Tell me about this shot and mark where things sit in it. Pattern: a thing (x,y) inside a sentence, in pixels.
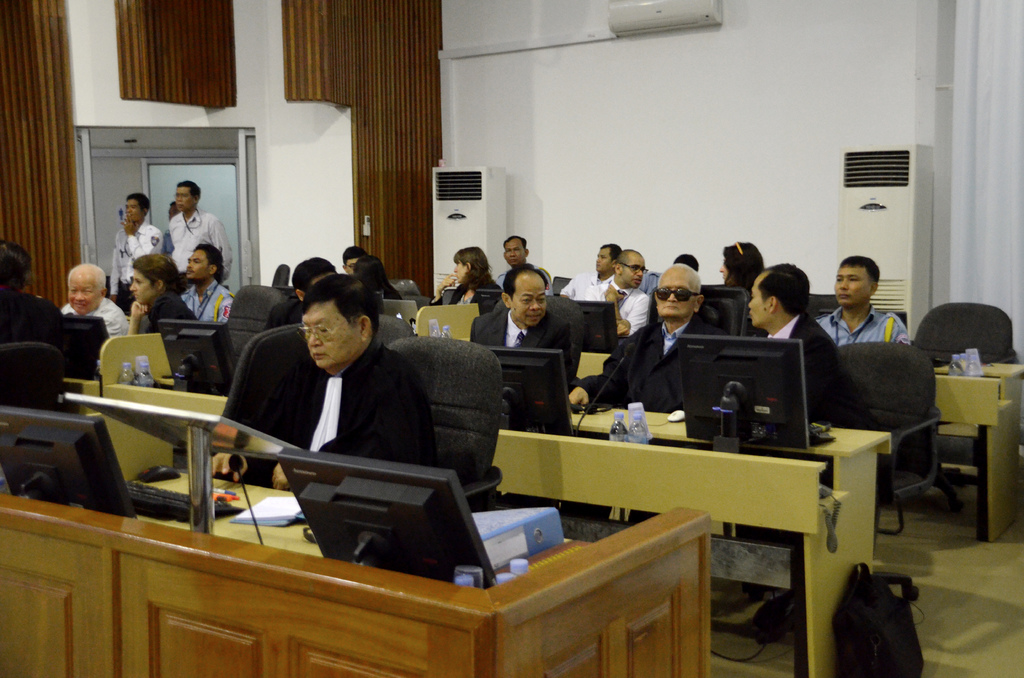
This image is clicked in a room. there are 3 ACs (859,196). There are tables (594,469) and chairs (7,381). People (499,332) are sitting on chairs (463,344). On the tables (563,483) there are computers (476,533), files (506,561), papers (257,518), pens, bottles (634,442). There is a door (164,180) in the back side (210,158).
